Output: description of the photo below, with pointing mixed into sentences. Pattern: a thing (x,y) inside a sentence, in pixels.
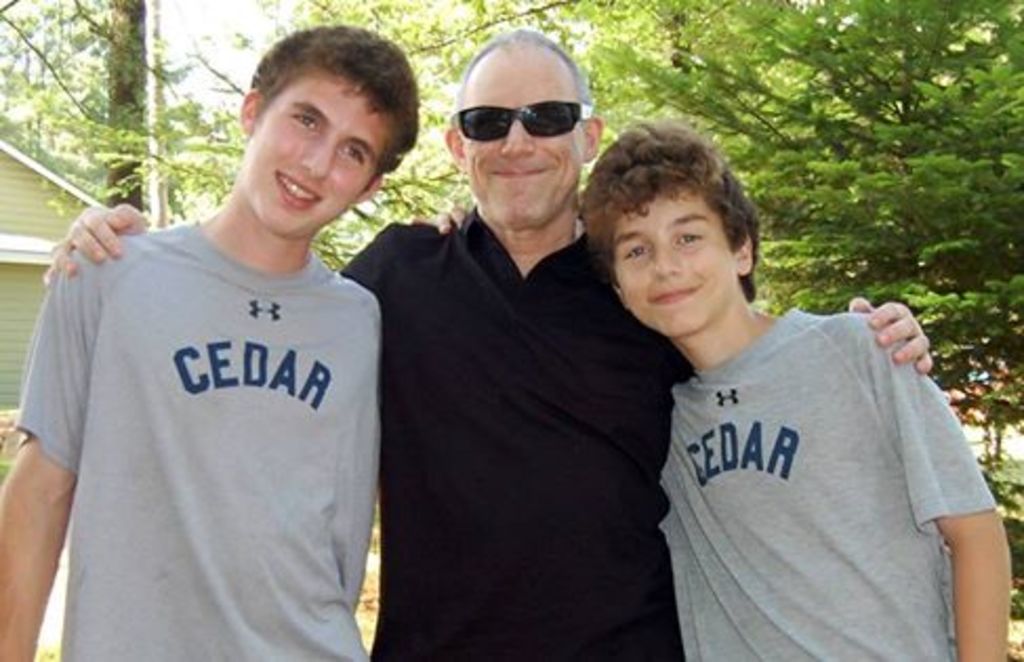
In this picture we can see 3 people (722,266) standing in front of a tree (674,67). They are looking and smiling at someone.
